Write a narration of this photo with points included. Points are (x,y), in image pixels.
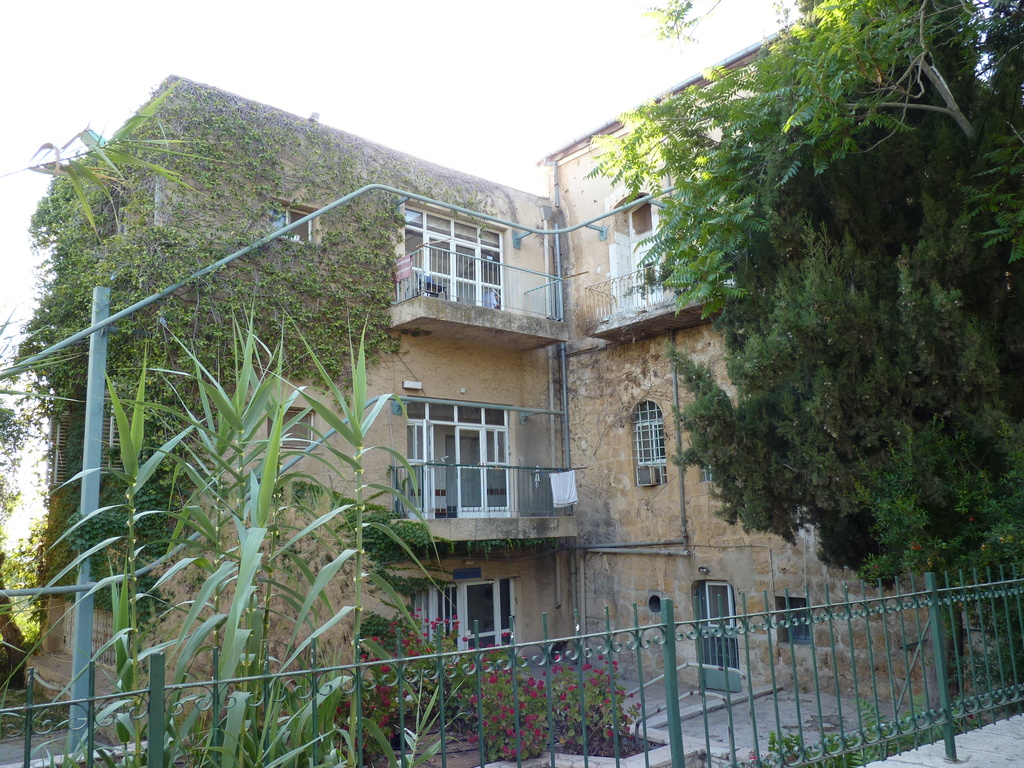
In this image we can see a building (549,344) with creeper plants (179,313) and there are few trees (991,299), plants (522,703) with flowers (507,707) and an iron railing (655,693) in front of the building (556,449).
